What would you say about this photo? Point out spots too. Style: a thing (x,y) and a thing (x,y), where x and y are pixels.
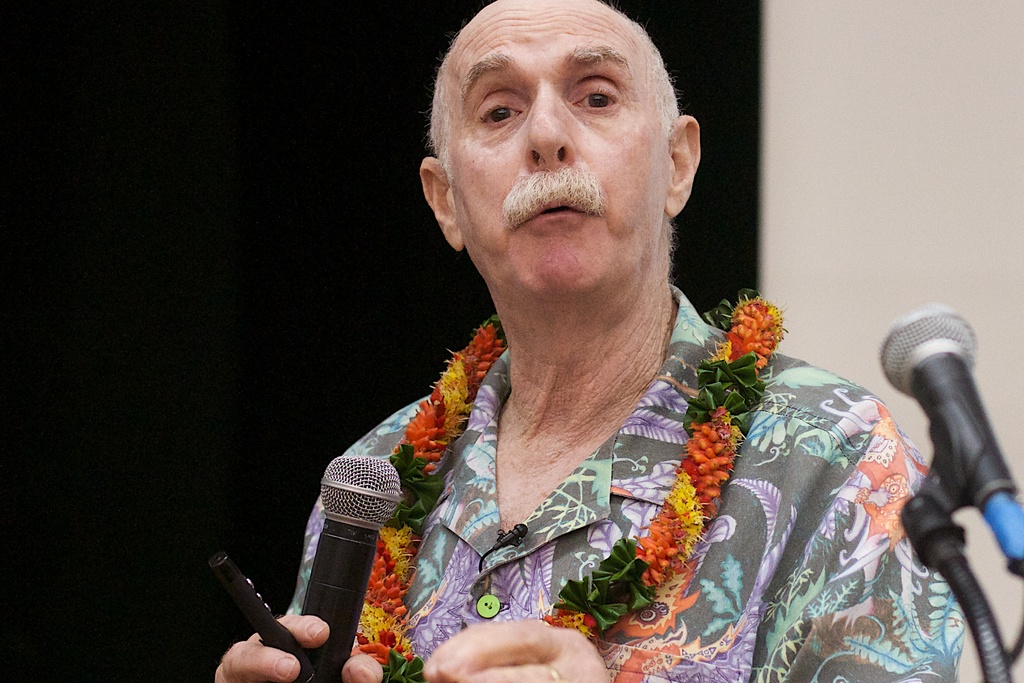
In this image there is a man (558,237) talking, he is wearing a garland (648,572), he is holding an object (251,604), there are microphones (352,483), there is the wall (864,175), the background of the image is dark.
